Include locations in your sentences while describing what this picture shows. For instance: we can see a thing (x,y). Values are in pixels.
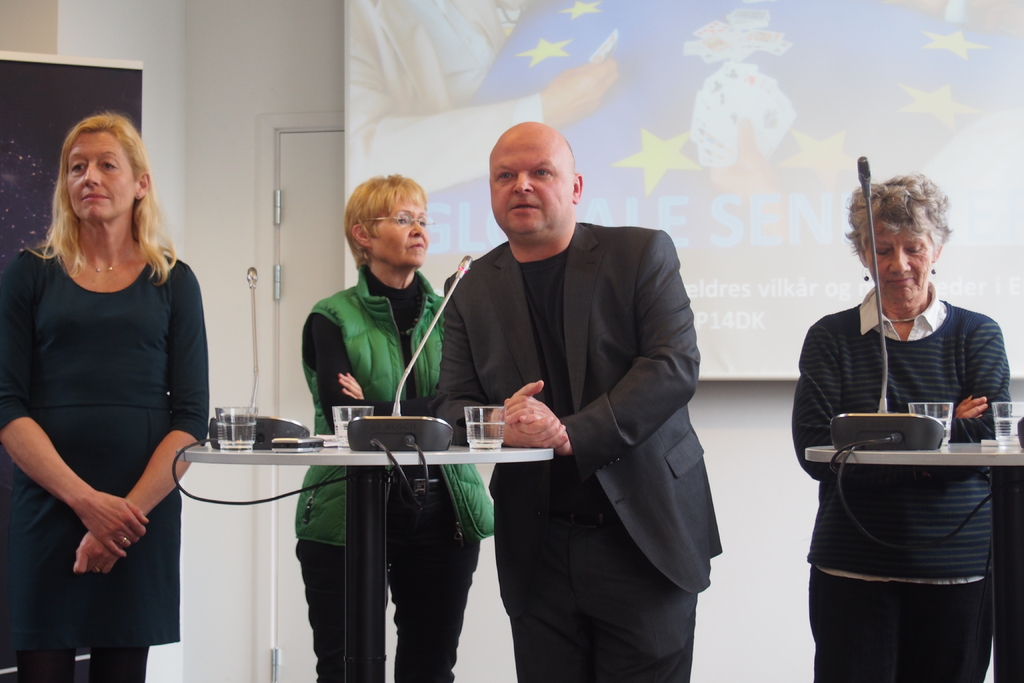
In this image I can see a person (591,386) wearing black colored dress (599,359) is standing in front of a table (440,459) and on it I can see few microphones (415,425), few glasses (344,435) and few other objects (295,445). I can see three women (182,377) wearing different colored clothes (151,354) are standing, a table (949,454) with few glasses (946,409) and microphone (920,444) on it. In the background (279,37) I can see the wall (226,58), a board (91,98) the door (322,147) and a huge screen (724,97).
